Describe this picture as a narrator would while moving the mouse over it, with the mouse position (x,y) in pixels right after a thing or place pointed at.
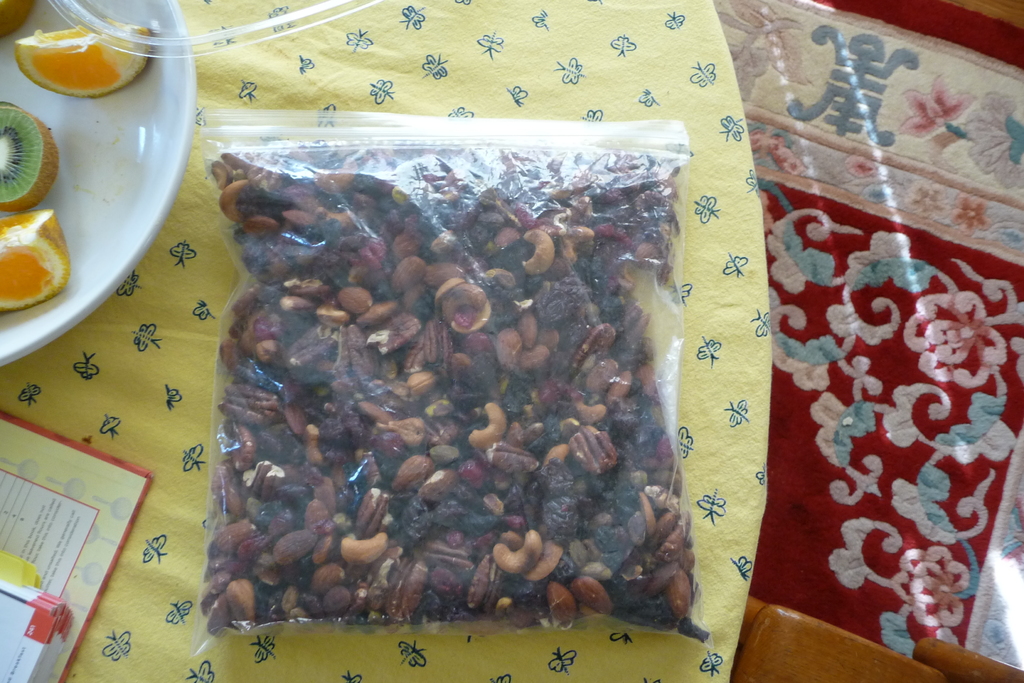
In this image we can see a dry fruits packet (436,368) and a plate (28,326) of fruits (99,73) placed on the table (553,39) which is covered with the cloth (604,11). On the right (906,279), we can see a carpet (892,119) on the floor (1013,18). We can also see a wooden object (869,656) and also the booklets (81,572).
